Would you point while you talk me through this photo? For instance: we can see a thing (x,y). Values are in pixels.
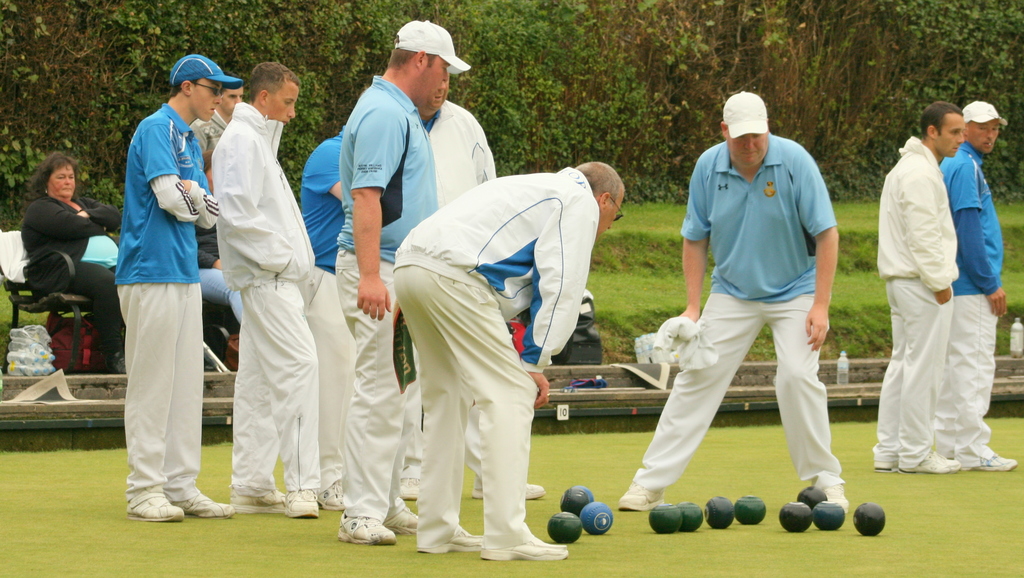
This is a playing ground (279,575). Here I can see few men (708,238) wearing t-shirts (964,277), trousers (500,527), shoes (519,546), caps (418,41) on the heads (440,71) and standing. On the ground (584,549) few balls (760,512) are placed. On the left side (56,291) few people (56,287) are sitting on the chairs (24,287) and looking at the ground (893,541). In the background (490,73) there are many trees (725,48).
